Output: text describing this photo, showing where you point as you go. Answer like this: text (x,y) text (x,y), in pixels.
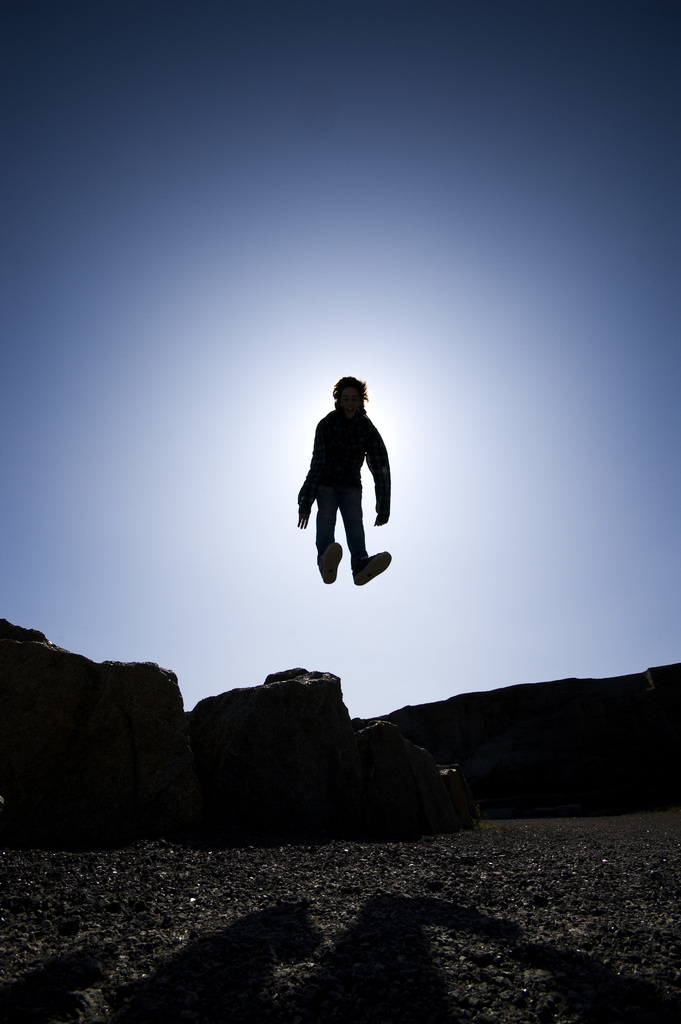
At the bottom (342,893) there are gravel stones (171,875). In the center of the picture (312,680) it looks like there are rocks (326,698). In the middle (330,453) there is a person (312,492) jumping. In the background (352,191) it is sky (607,285).
